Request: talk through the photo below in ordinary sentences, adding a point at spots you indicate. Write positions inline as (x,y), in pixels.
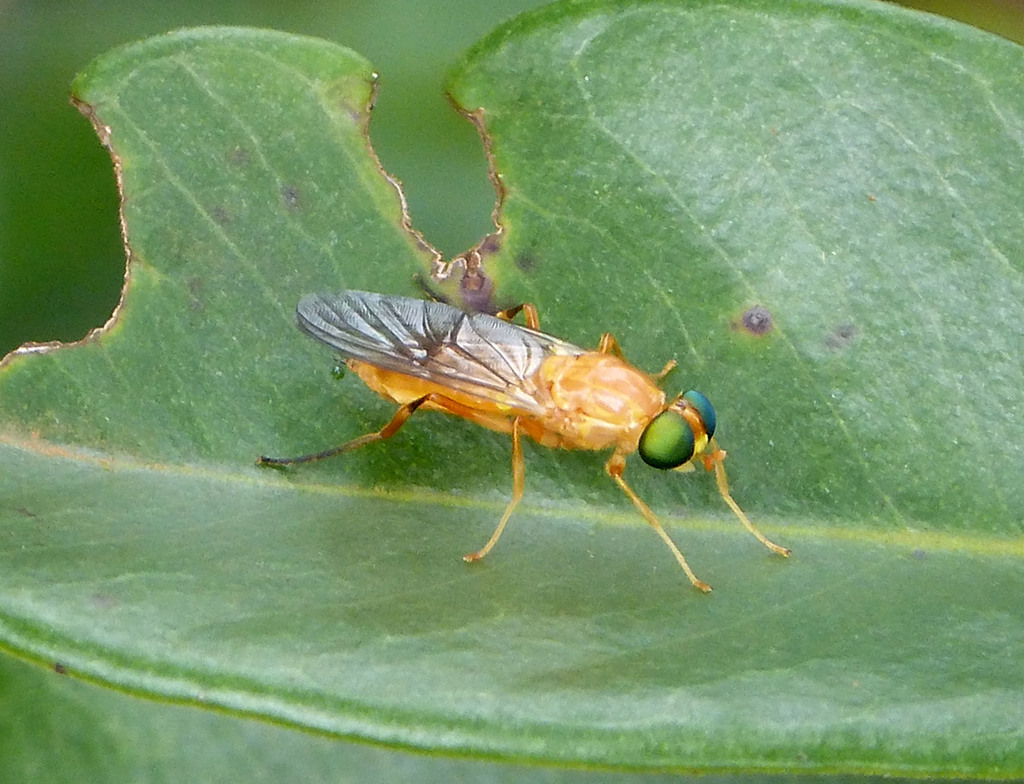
In this picture there is a brown color insect (303,311) sitting on the green leaf (251,292). Behind there is a blur background (29,140).
